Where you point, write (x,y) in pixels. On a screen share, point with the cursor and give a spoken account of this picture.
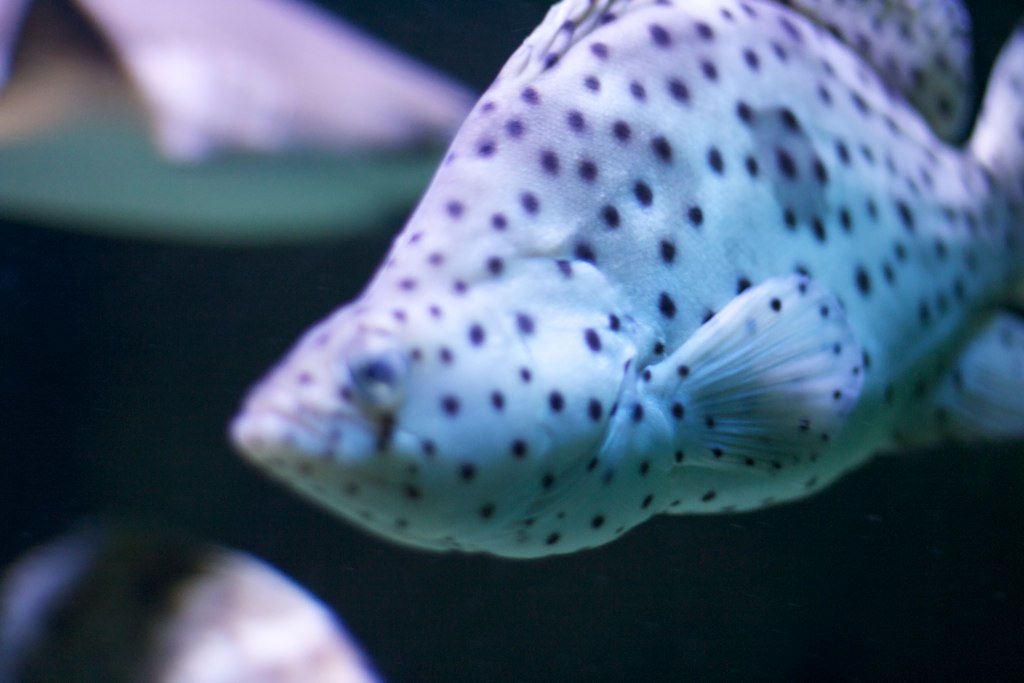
In this image in the foreground (751,306) there is one fish (486,466), and in the background (274,111) there are two fishes (228,210).
